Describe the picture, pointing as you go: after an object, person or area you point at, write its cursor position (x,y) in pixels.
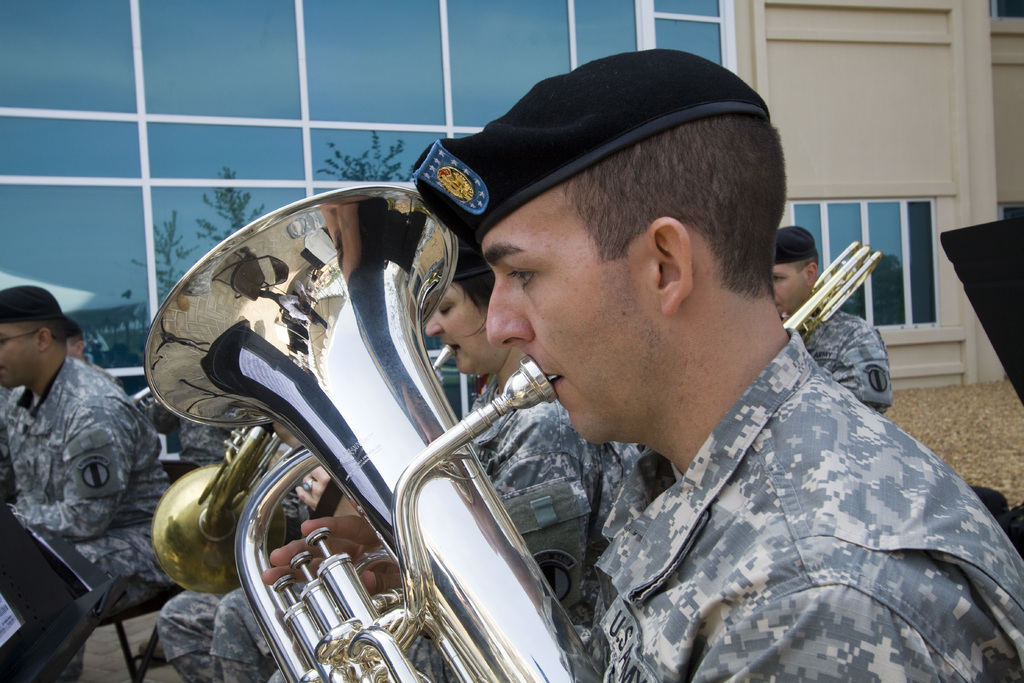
In this picture there are soldiers (27,440) playing musical instruments (386,481), they are sitting in chairs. In the background (328,98) there is a construction (771,75) with glass windows (813,230), in the window (127,259) we can see the reflection (230,220) of trees (240,206) and tent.
